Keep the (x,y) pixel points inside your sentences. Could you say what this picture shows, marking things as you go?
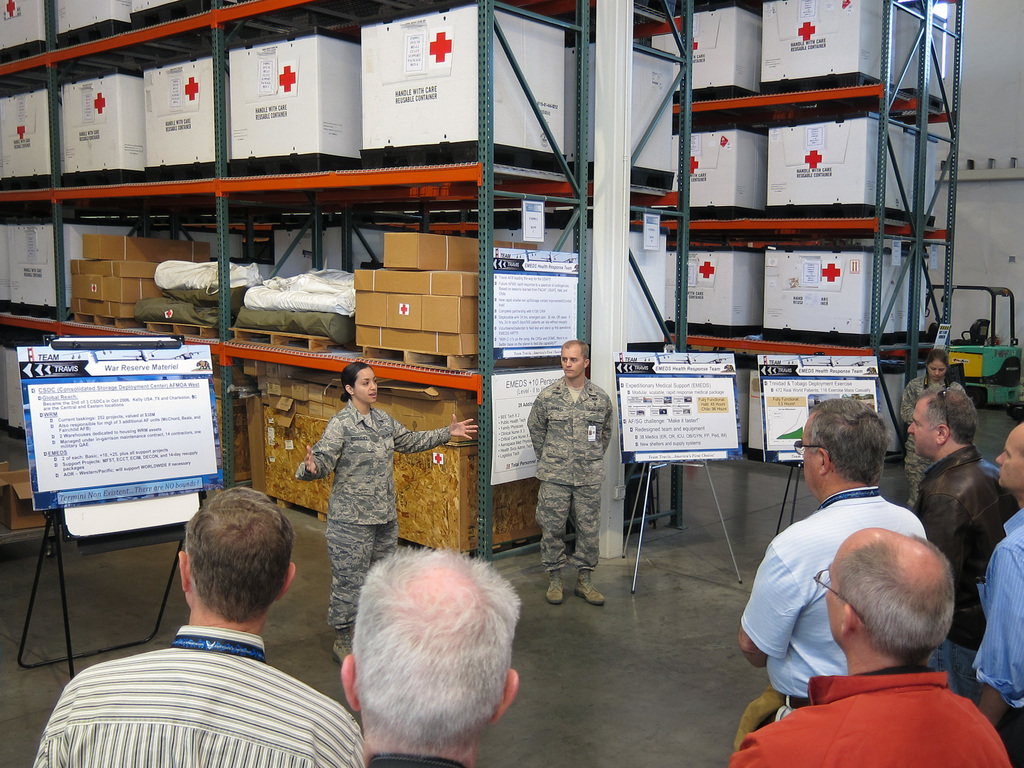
In this image we can see a few people (501,610), there are some stands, boards (562,288) with some text (555,348) written on it, there are some boxes (501,247), medical kits (862,138), and packages (297,293) on the racks (646,286), we can see pillar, vehicle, and the wall (987,317).
